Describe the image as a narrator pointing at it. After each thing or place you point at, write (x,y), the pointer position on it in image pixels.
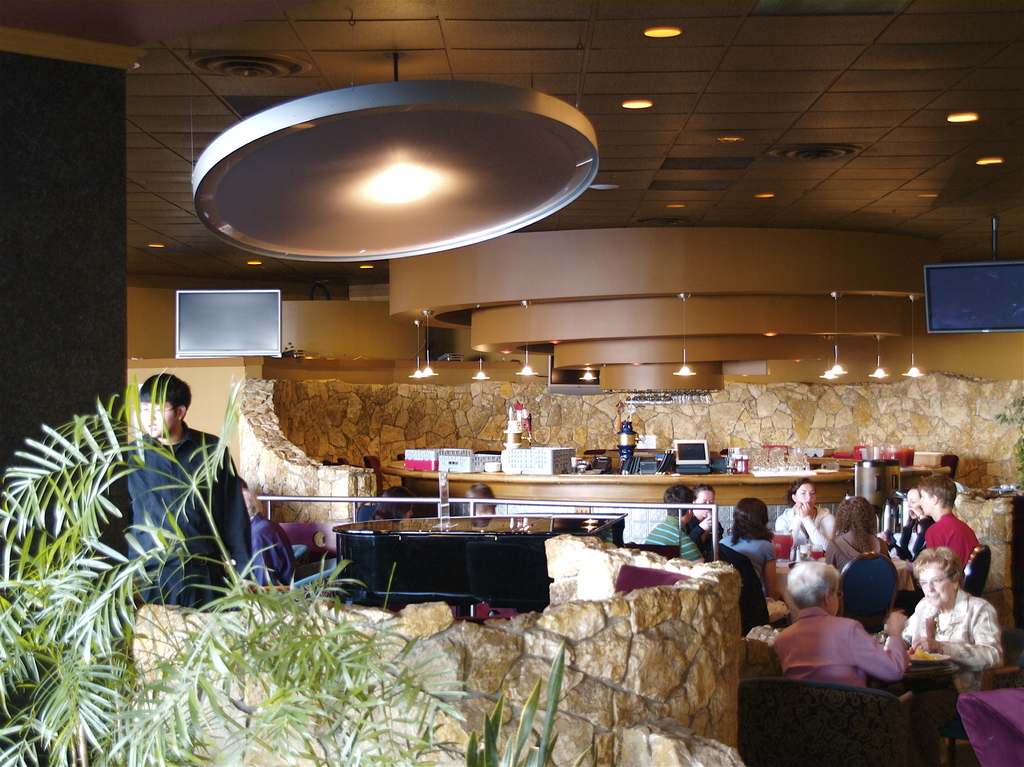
In the picture I can see the stonewall (150,651), we can see plants (267,714), a few people (831,609) sitting on the chairs (804,721) near the tables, we can see this person (233,477) wearing black dress (193,541) is standing on the left side of the image (175,558). In the background (914,448), we can see few objects (926,452) are placed on a table (749,486), we can see ceiling lights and a monitor (210,322) in the background (962,299).
